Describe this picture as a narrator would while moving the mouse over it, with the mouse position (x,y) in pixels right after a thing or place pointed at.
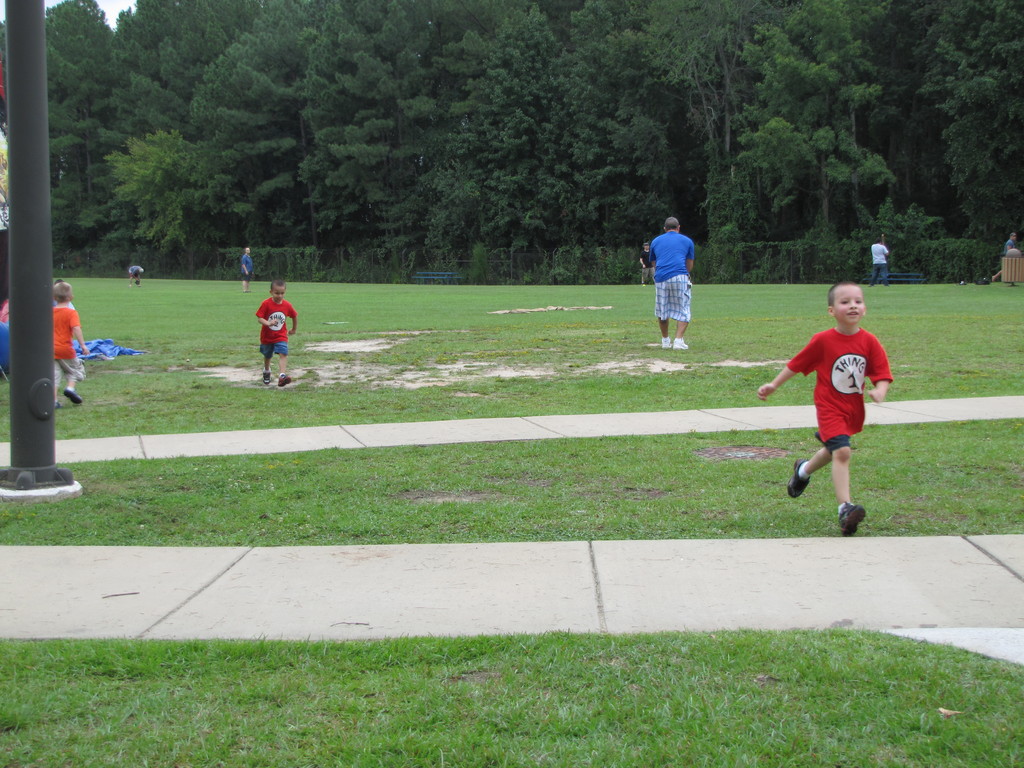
This picture describes about group of people (273,286), few people (275,305) are walking and few are standing on the grass (640,326), on the left side of the image (24,122) we can see a pole (52,411), in the background (457,152) we can find few trees (696,39).
